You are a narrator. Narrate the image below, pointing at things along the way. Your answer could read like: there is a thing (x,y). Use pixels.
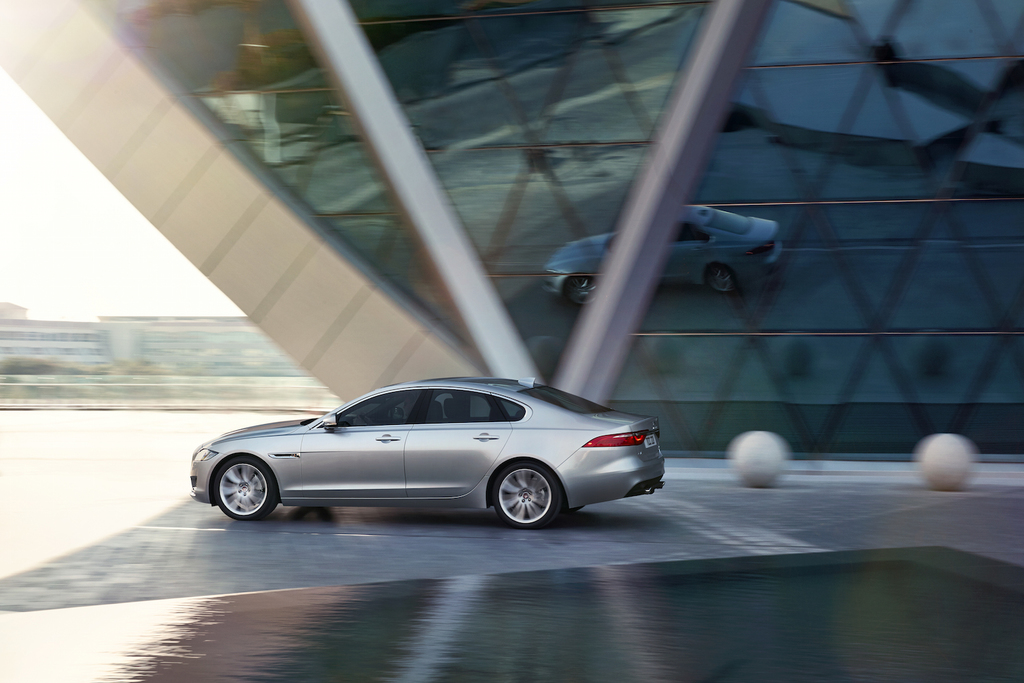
In this image I can see a silver colour car (330,457) on the road (585,533). In the background (456,358) I can see few buildings (377,334) and on the right side of the image (776,444) I can see two white colour things (775,442) on the road (675,477). I can also see reflection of the car (413,478) on the building (691,229) and I can see this image is little bit blurry.
